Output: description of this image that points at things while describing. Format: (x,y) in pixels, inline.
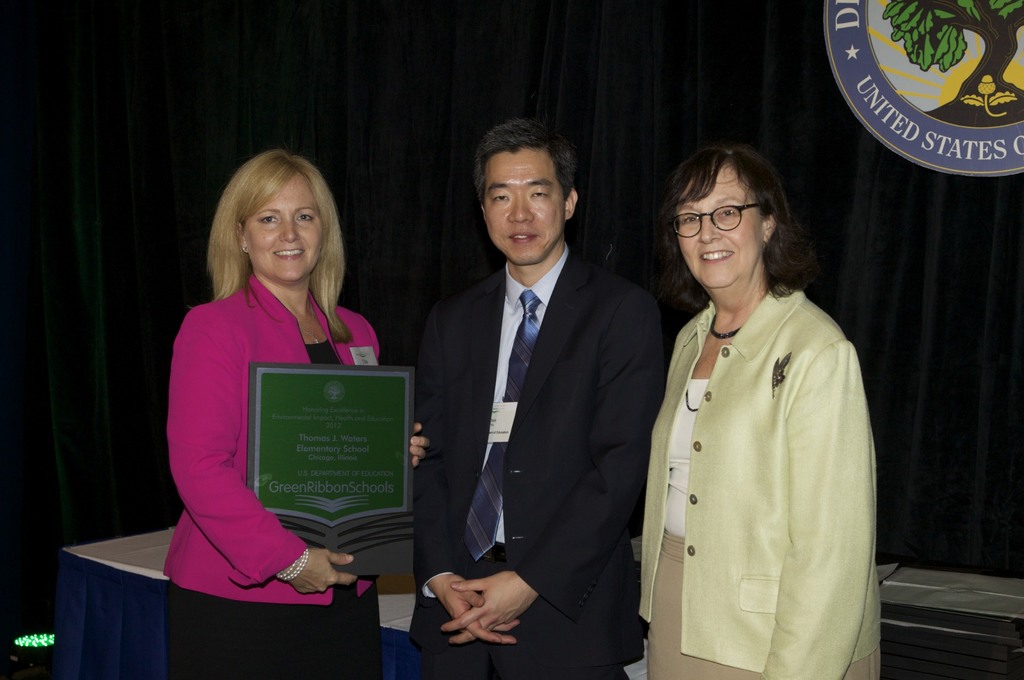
In this picture there are three people (570,440) standing and smiling, among them there is a woman (310,610) holding a board (412,570) and we can see table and objects (949,579). In the background of the image (846,273) we can see curtains (360,197), light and board (979,165).
